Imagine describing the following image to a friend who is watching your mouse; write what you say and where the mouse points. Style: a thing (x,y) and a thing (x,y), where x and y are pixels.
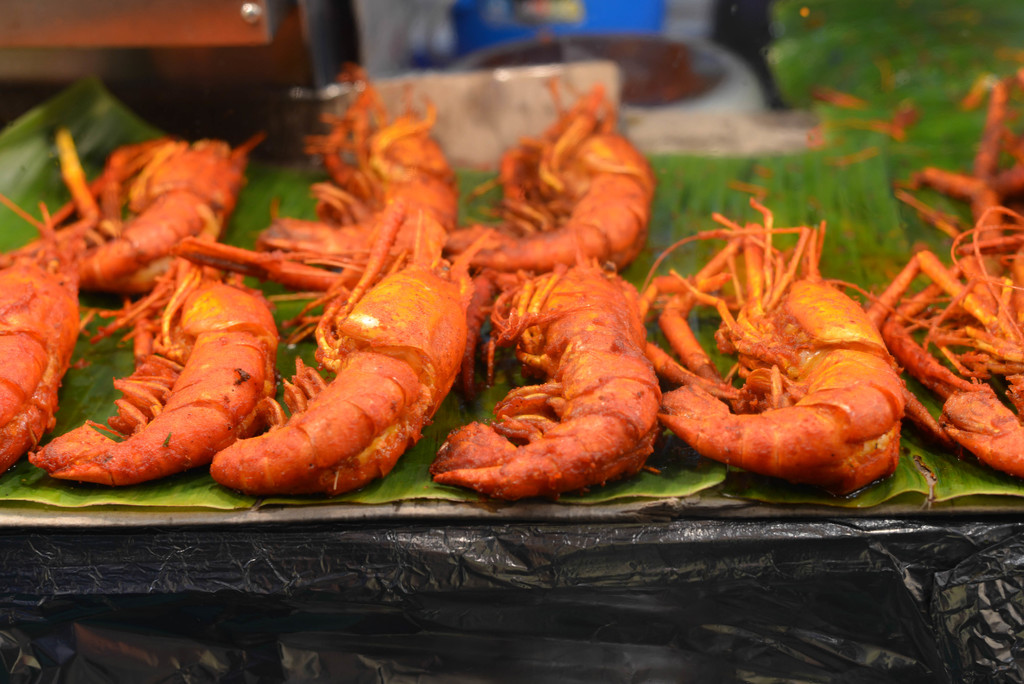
In this image there is some food (525,269) kept on the leaf (668,492) which is on the table (442,582). Left top there are few objects (452,105).
